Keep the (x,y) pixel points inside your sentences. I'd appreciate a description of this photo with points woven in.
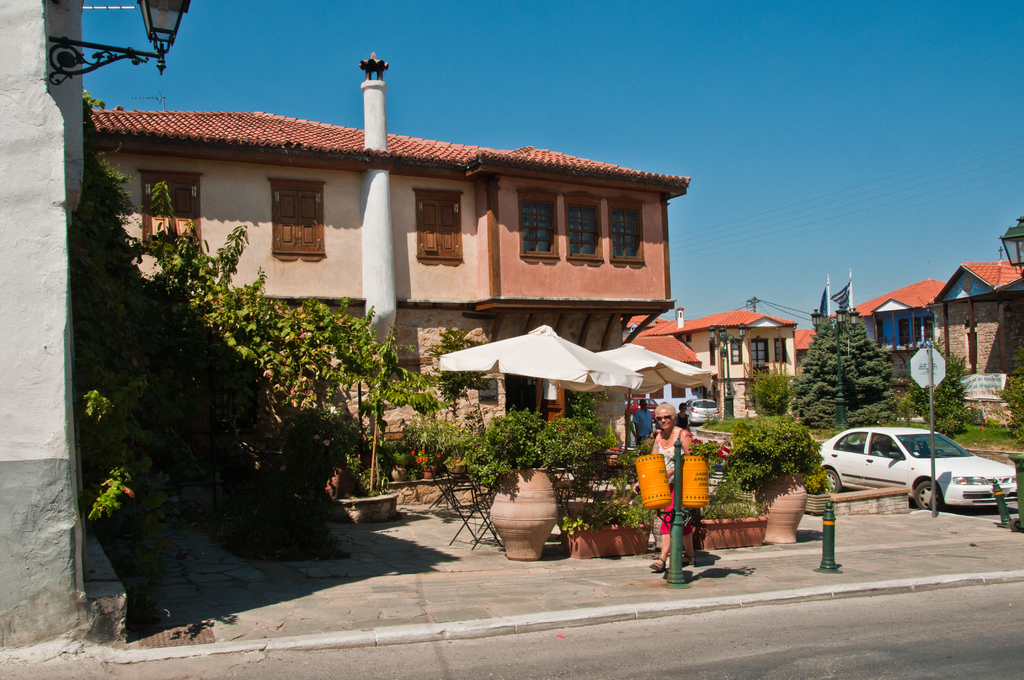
In this image I can see a person (675,408) walking wearing white shirt (668,458), red color pant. Background (699,416) I can see few vehicles (907,467), in front (869,456) the vehicle (883,464) is in white color and I can see a building (587,284) in brown color, few trees (200,324) in green color and sky (631,72) is in blue color.
